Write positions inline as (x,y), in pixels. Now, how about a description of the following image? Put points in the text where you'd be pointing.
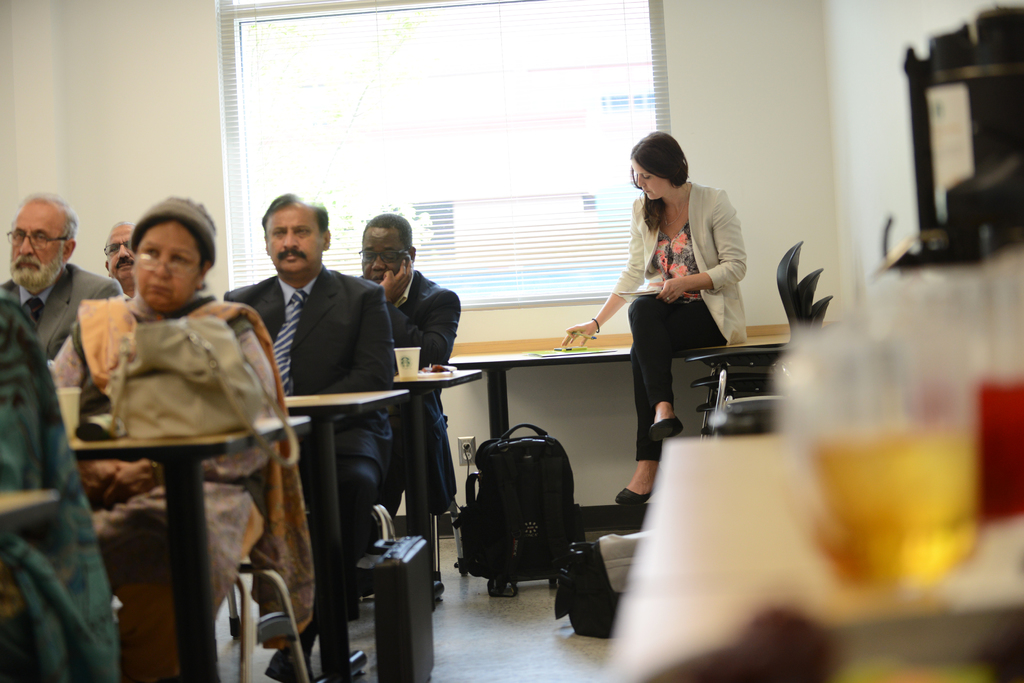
In this image, people (134,325) are sitting on benches (446,378). The benches (430,378) are arranged in a row. There is a woman (659,344) sitting behind them on a table (553,363). There are few chairs (739,380) beside her. A backpack (534,467) in black is below the table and a bag (580,562) beside it. There is a suitcase (413,595) beside a man (365,498) sitting in the middle bench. There is a window (400,95) at the center of the wall (190,87).
